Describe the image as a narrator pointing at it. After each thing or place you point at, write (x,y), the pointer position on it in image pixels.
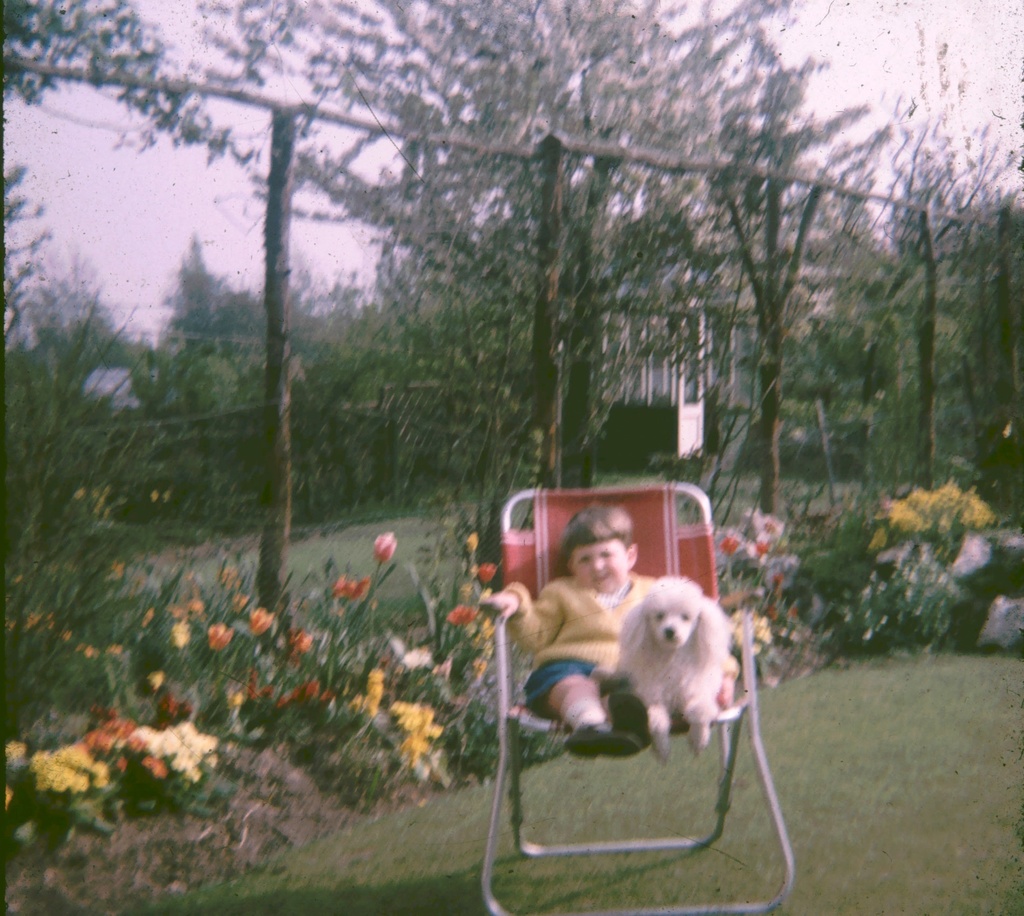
In the image there is a boy (627,562) sitting on chair (688,559) and holding a dog (694,656). In background (386,663) there are some plants (296,615) with flowers (215,737) and trees (467,377) and sky (910,24) on top (376,256).
